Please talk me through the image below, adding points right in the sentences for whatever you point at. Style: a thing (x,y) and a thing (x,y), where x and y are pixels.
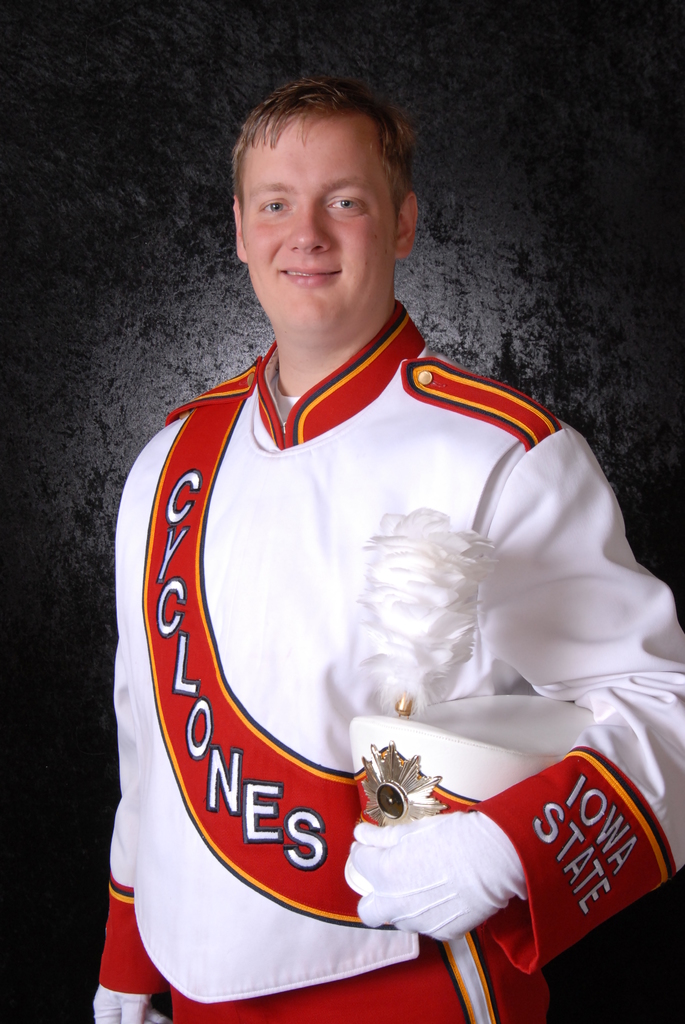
In the image we can see there is a person (268,539) standing and he is holding a hat (401,777) in his hand (432,868).
